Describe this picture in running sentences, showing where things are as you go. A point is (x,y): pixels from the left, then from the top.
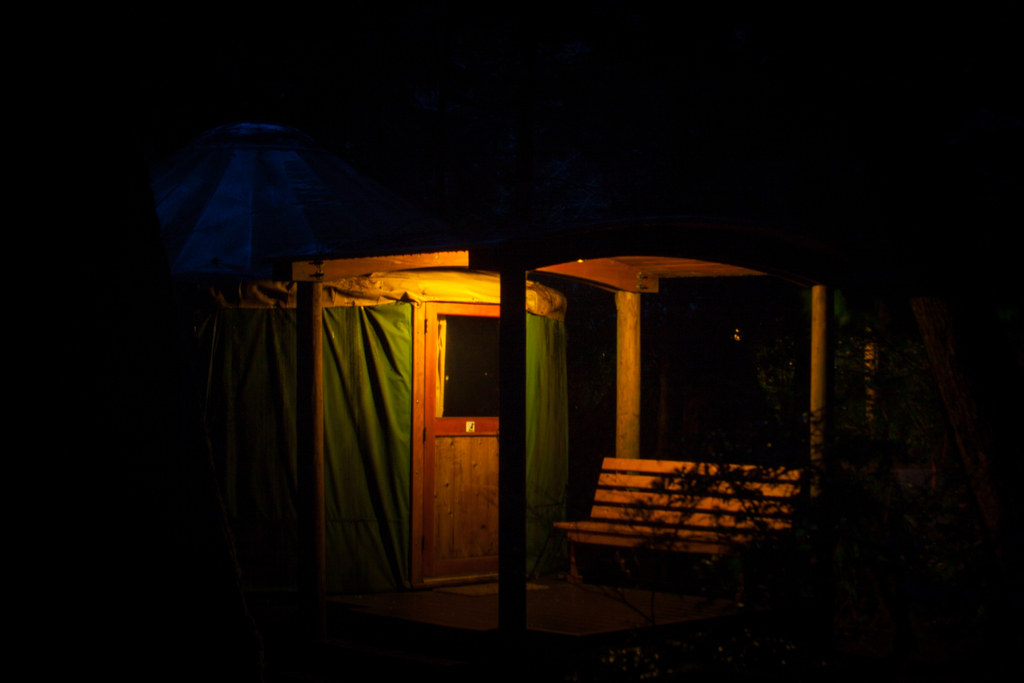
In this picture we can observe a brown color door (446,375) and a green color cloth (351,434). There is a bench (685,526). We can observe some plants (757,543) and yellow color light (464,291). The background (346,113) is completely dark.
